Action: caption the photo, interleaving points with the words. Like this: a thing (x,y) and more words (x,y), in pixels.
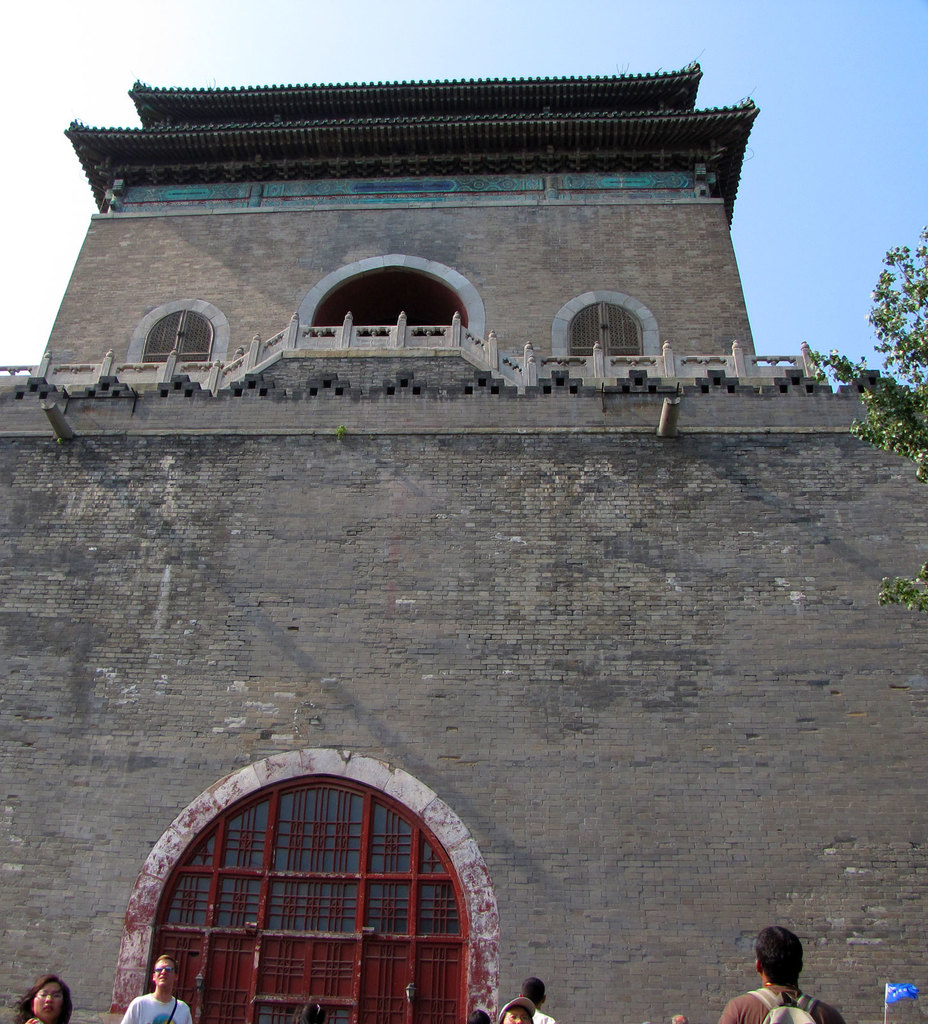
In this image we can see a building (394,565) with windows (184,358), in front of the building (567,737) there are few people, tree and a flag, in the background (704,58) we can see the sky (416,27).
